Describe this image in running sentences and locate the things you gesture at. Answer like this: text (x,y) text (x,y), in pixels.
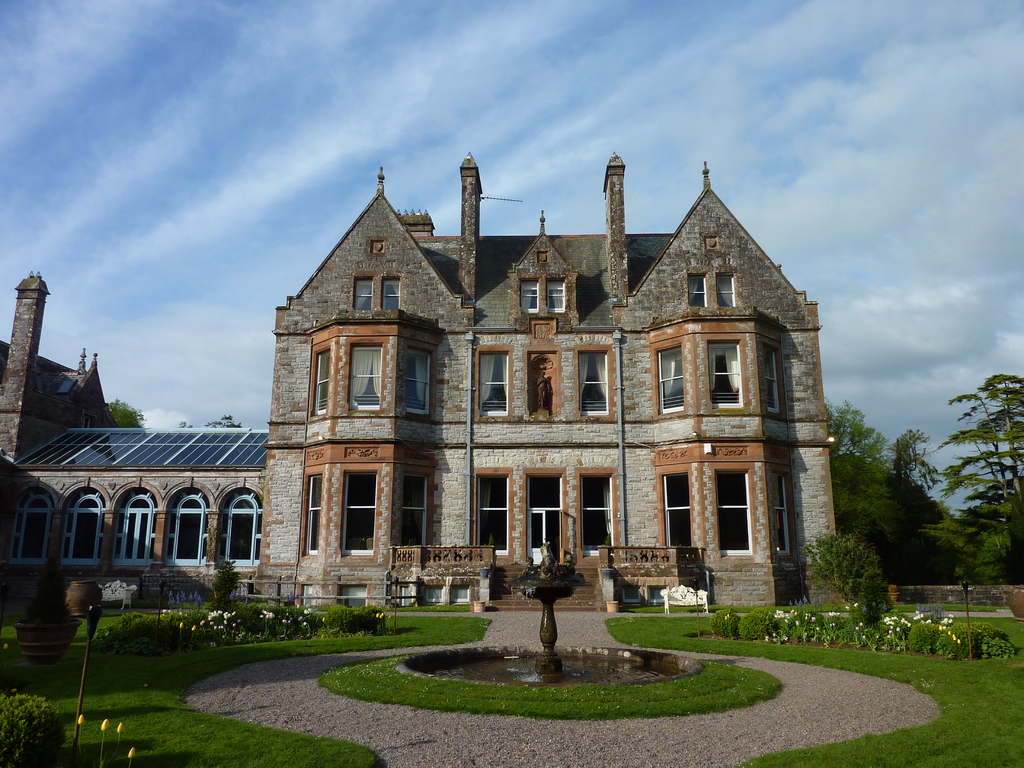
There are flower plants (710,627), grassland (651,625) and a fountain (492,653) in the foreground area of the image (429,636), there are houses (687,373), benches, trees (855,490) and the sky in the background (703,592).
